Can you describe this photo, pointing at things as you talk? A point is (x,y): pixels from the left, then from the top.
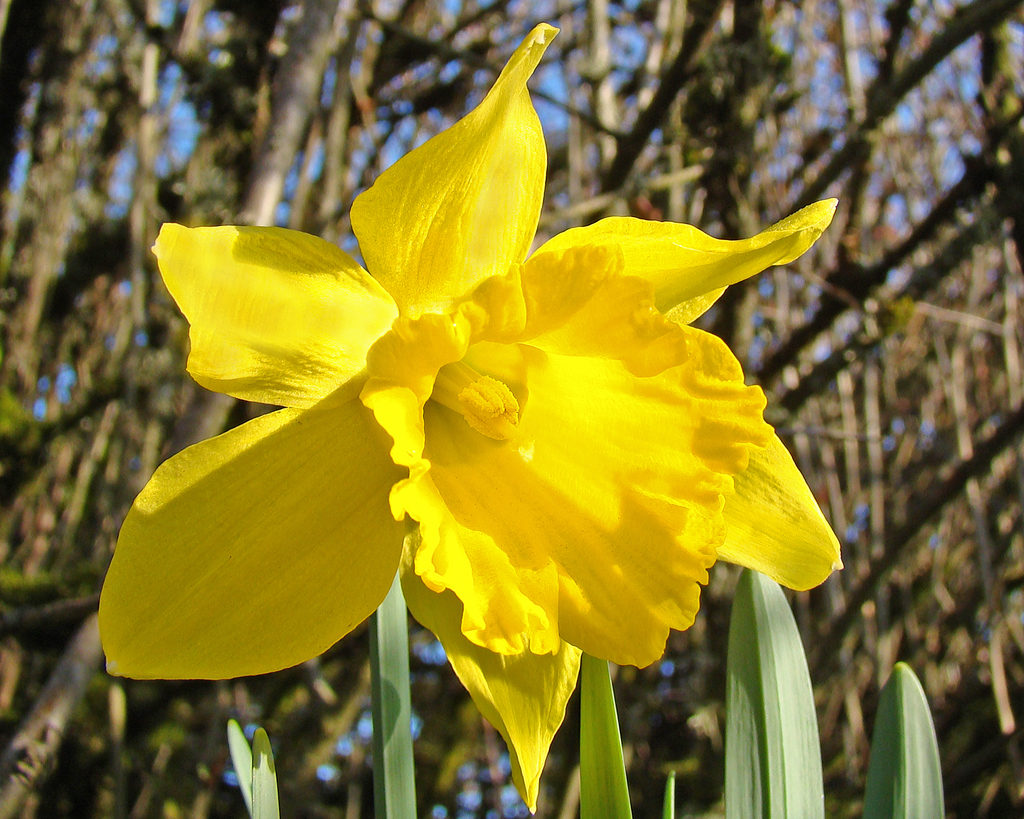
In this image, in the middle (565,499), we can see a flower (663,349) which is in yellow color. In the background (847,176), we can see some trees (959,231). At the top (551,93), we can see a sky (559,111), at the bottom (589,712), we can see some plants (254,769) and green leaves (629,807).
